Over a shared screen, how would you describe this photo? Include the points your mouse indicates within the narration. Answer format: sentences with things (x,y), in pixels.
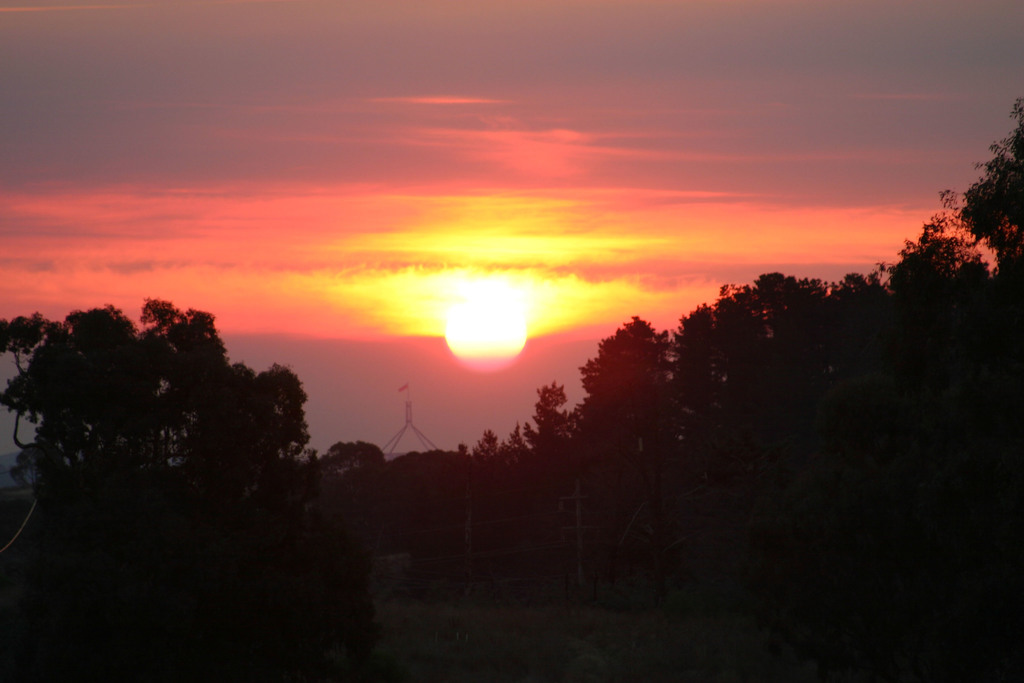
In this image I can see few trees (196,480), few metal poles (407,422) and in the background (368,61) I can see the sky (370,104), the sun (472,324) and a flag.
